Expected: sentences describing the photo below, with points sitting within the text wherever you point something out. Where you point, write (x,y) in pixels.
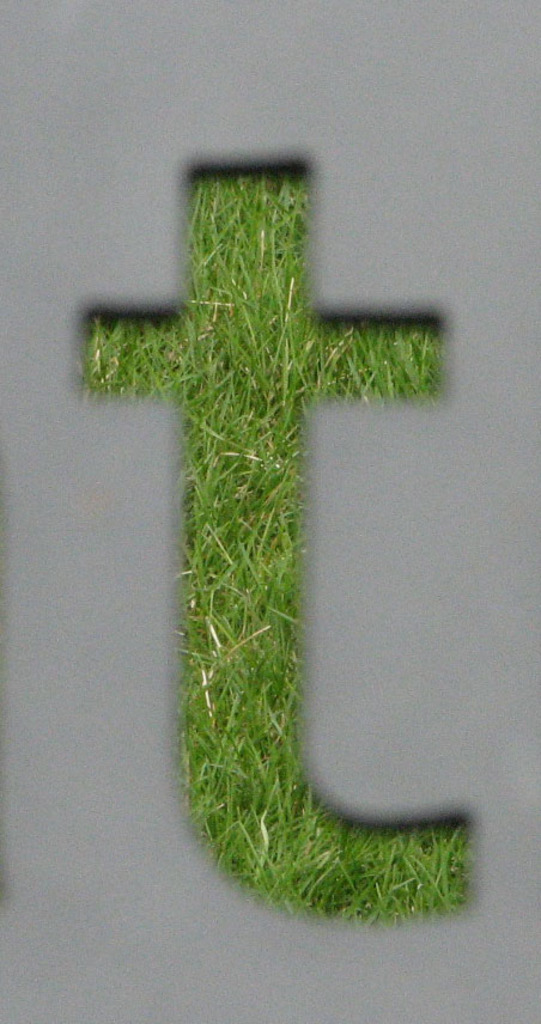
In this image we can see an alphabet (294,503) with grass (279,239) and grey background (128,13).
